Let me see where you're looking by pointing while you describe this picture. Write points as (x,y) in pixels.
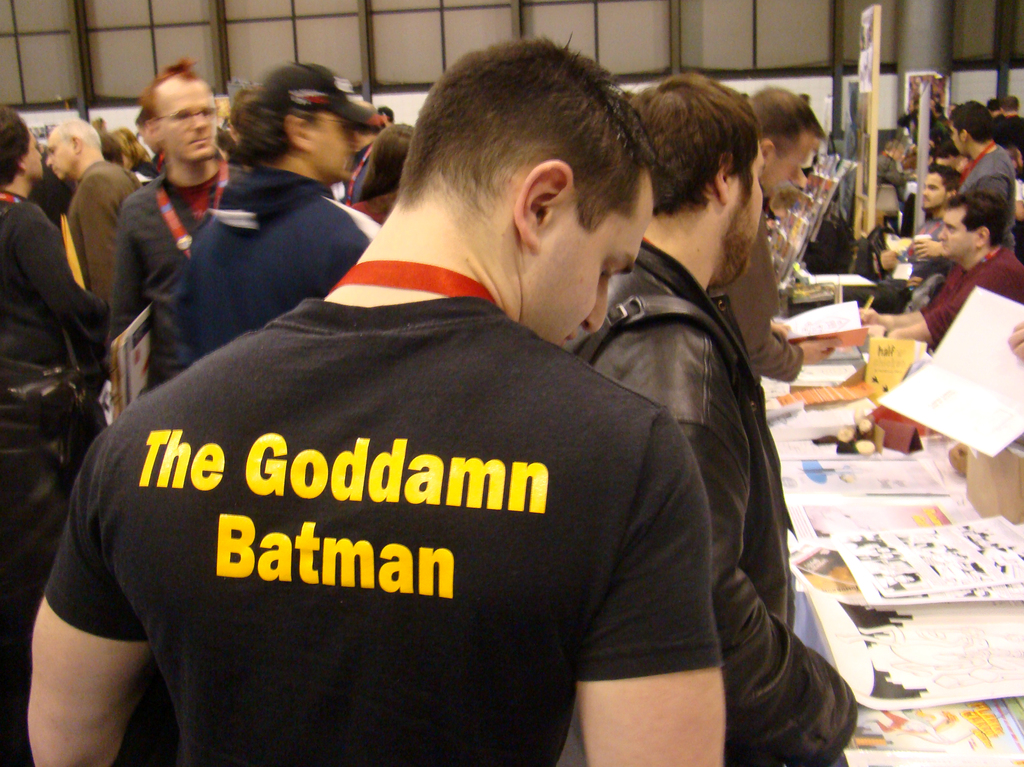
In this picture we can see a group of people (520,670) where some are standing and some are sitting, papers (812,370) and in the background (405,81) we can see the wall (212,9).
